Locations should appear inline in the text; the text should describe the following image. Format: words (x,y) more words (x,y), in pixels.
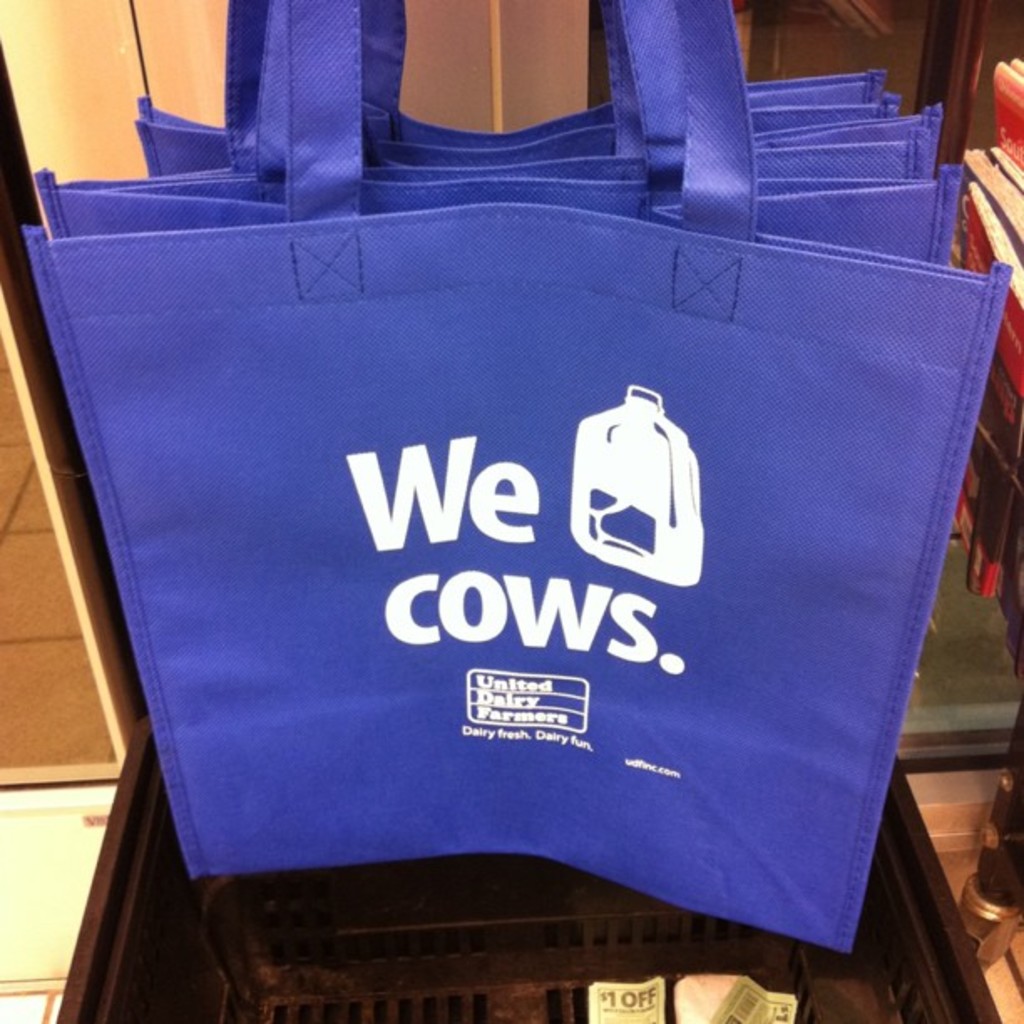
In this picture, we see a bag (620,757) with white text (352,472) written on it is placed on dark basket (432,916). Behind that, we see a cupboard (121,58).
